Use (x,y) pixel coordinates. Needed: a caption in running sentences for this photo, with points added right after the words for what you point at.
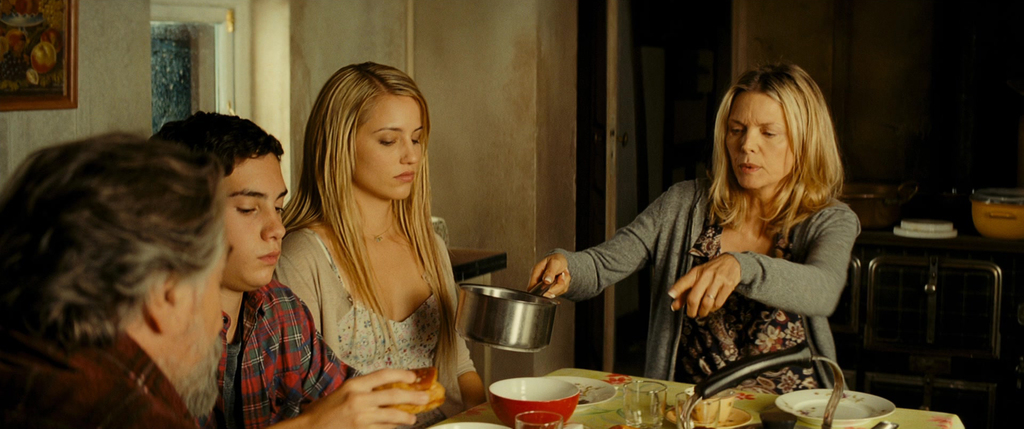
In this picture we can see four people (667,298) sitting on chairs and in front of them on the table (917,415) we can see plates (594,387), glasses (681,422), cup (715,411) and saucer (723,426), bowl (504,407) and in the background (439,103) we can see a frame (11,40) on the wall (137,37), window (225,52), door (596,94) and some objects (940,236).
